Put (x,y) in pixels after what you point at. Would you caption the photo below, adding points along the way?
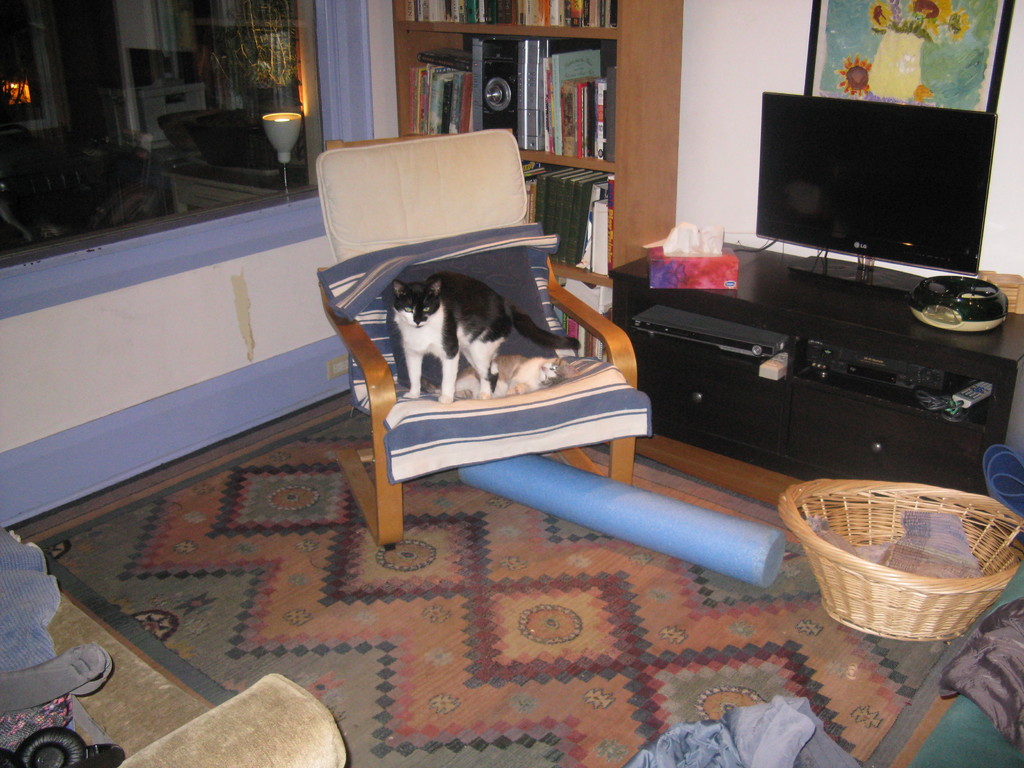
In this image I can see two animals (463,381) on the chair (464,397). I can see these animals (475,377) are in black, white and brown color. In-front of the chair (466,366) I can see the headset (47,762), clothes (53,697), mat (576,683) and few more objects (748,532). To the right (886,205) I can see the television (846,149) and few objects (925,305) on the table (844,310). I can see the remote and an electronic device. In the background (277,137) I can see the books (547,134) in the rack (642,53), light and the fire place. I can see the frame (1001,7) to the wall (793,10).
